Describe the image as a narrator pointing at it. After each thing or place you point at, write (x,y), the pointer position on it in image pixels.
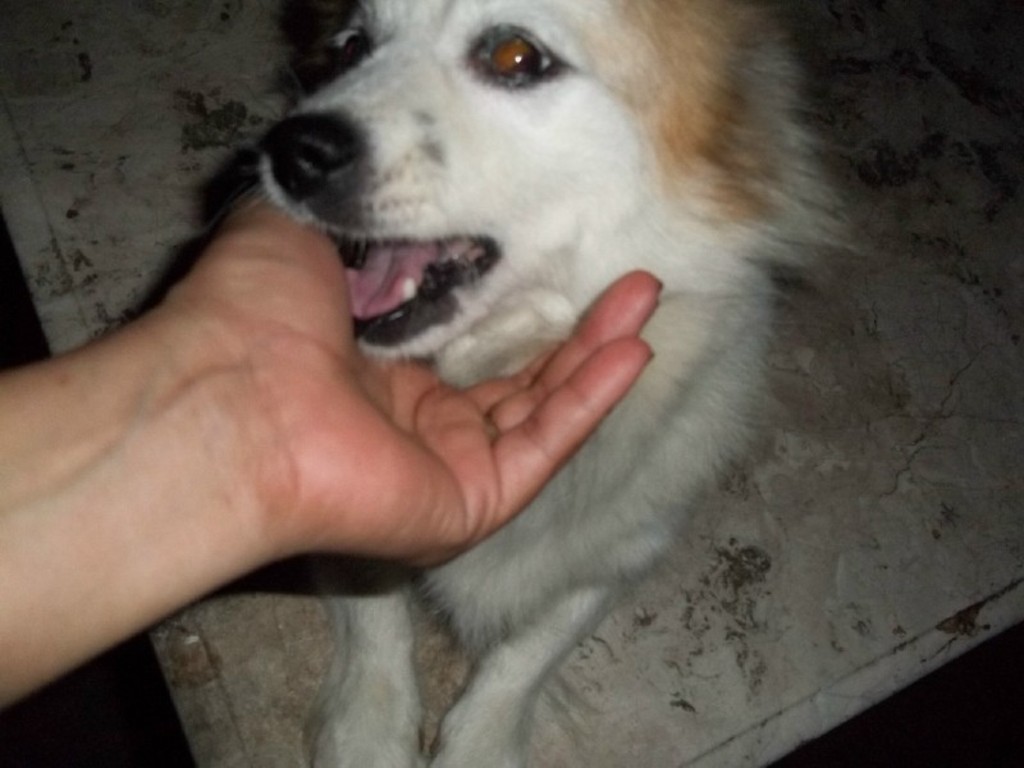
In the image we can see there is a dog (532,18) sitting on the floor (589,681) and there is a person's hand (416,448) holding the dog's mouth (457,282).
